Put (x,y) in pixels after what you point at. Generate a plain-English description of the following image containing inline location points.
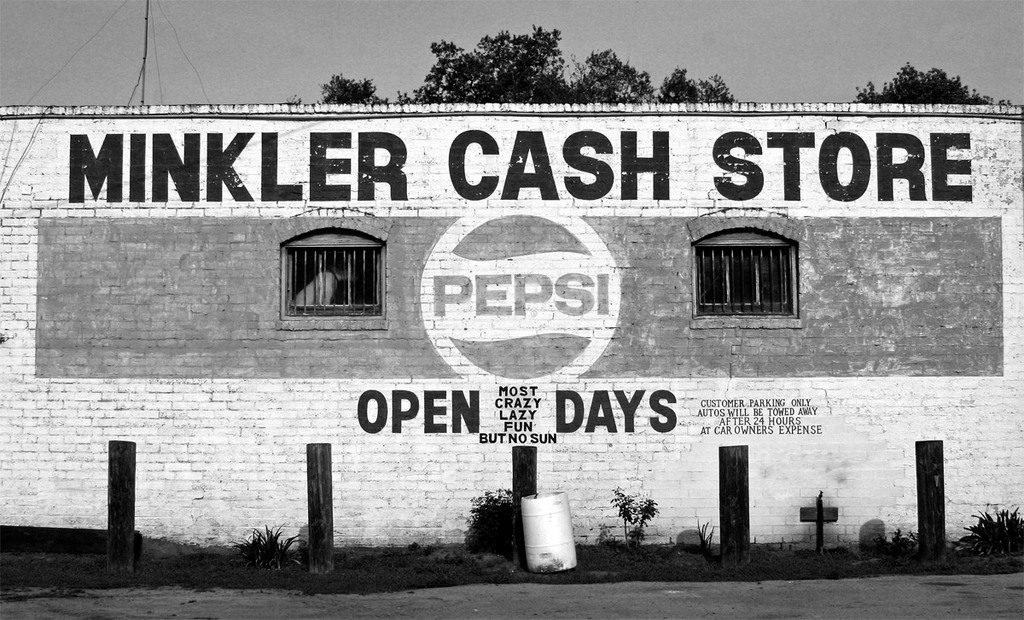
In this image in front (922,546) there are wooden poles (519,520). There is a can (557,499). There are plants (975,543). In the background of the image (904,370) there is a wall (445,359) with some text (564,426) on it. There are windows (735,275). There are trees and sky (849,37).
